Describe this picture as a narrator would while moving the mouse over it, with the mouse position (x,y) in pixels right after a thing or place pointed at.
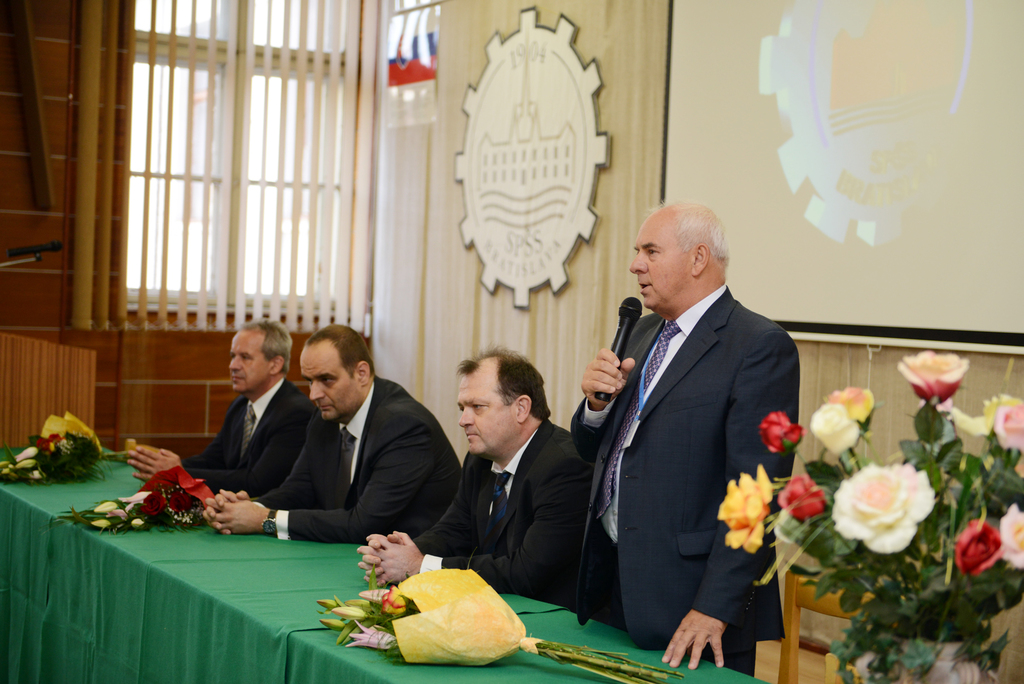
In this image we can see persons (383,452) sitting on the chairs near the table (303,591) of them one is standing and holding a mic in his hand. We can see bouquets (321,622) on the table (277,609). In the background (504,182) we can see display screen (697,111), windows (293,77), walls (44,157) and a flower vase (917,548).
